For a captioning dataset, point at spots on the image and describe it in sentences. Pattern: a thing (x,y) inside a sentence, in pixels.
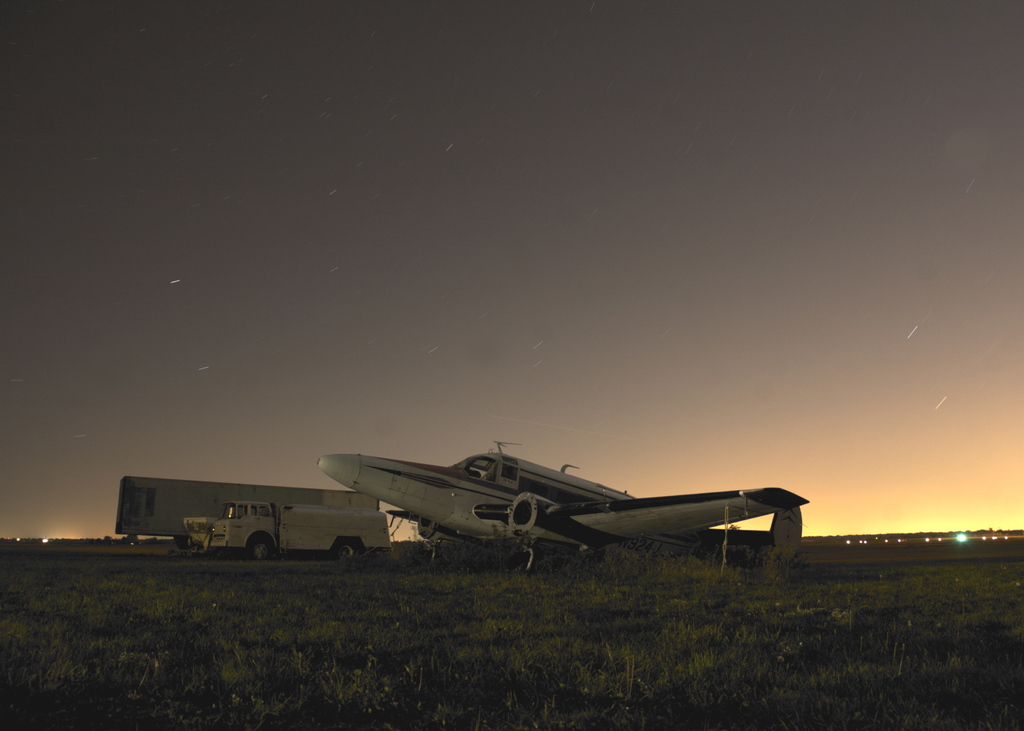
In this picture we can see an aeroplane (450,534) and a vehicle (275,548) on the ground (345,647). This is grass (139,644). And even we can see some lights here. And on the background (562,221) there is a sky (831,254).
